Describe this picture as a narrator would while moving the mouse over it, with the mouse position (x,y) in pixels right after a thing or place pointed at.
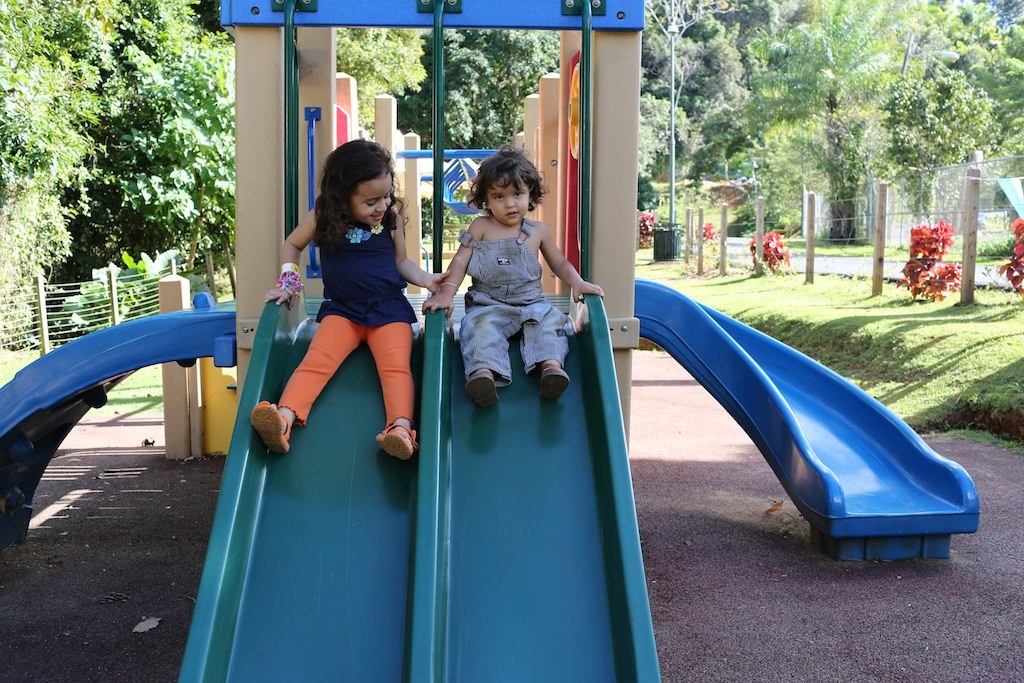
In this picture we can see two small girls (370,285) sitting on the green slide (433,388) and smiling. Behind we can see the fencing grill (803,253) and some huge trees (455,104).
